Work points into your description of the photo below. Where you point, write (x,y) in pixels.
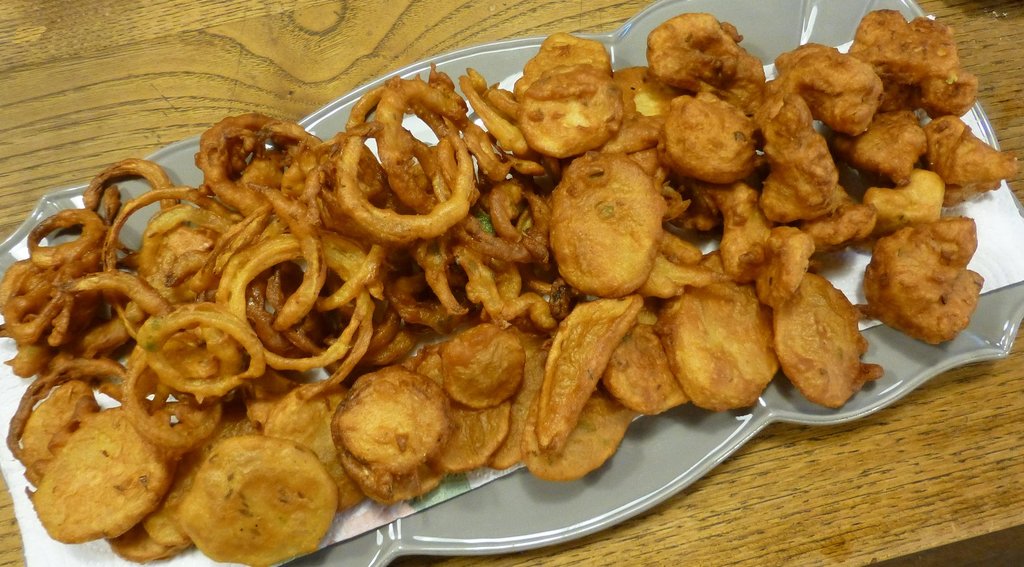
In this picture we can see a table (69,58). On the table (106,11) we can see a plate (676,435) which contains food (397,419) and paper (977,263).
